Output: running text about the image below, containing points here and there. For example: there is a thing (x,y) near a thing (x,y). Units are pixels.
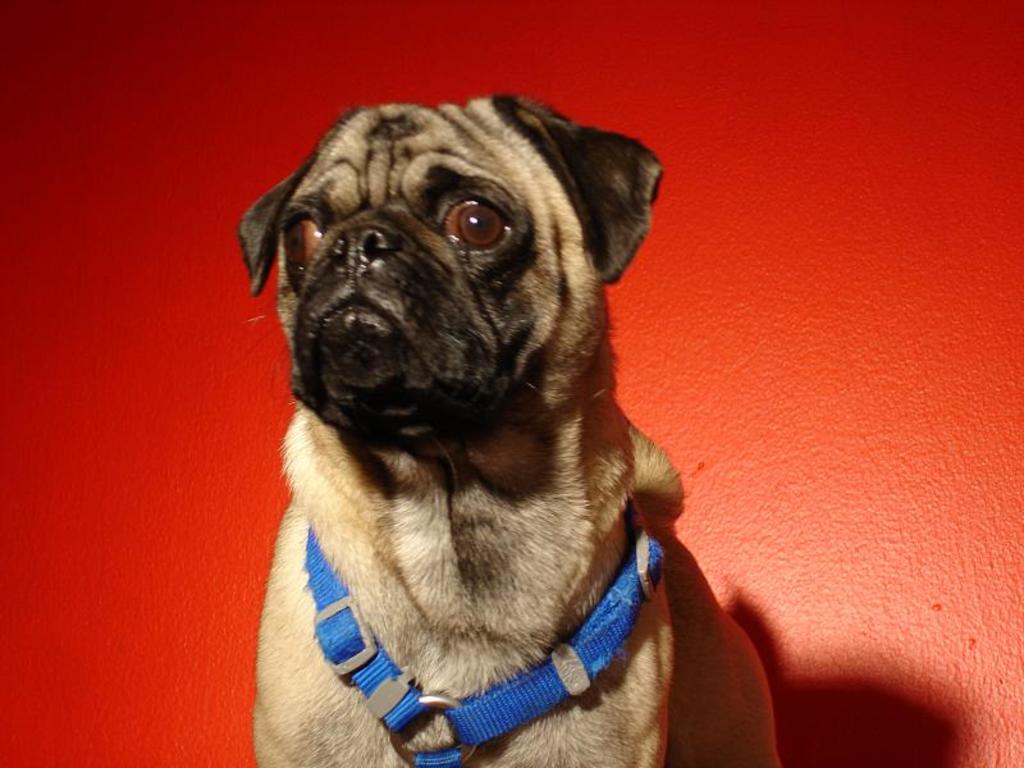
In this picture we can see a dog (429,644) with a blue color belt (623,592) on it and in the background (164,320) we can see a red wall (766,50).
